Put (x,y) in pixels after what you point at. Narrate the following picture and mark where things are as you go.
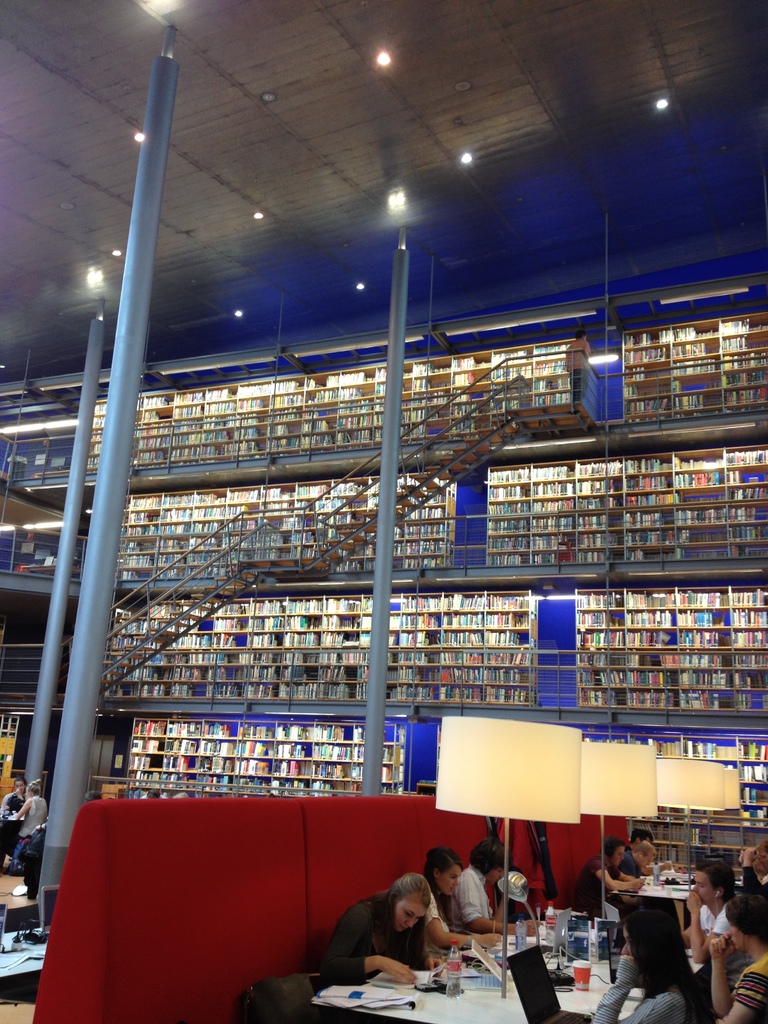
In this image I can see few persons (668,964) sitting on chairs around the table (470,1016). On the table (470,1003) I can see few bottles (522,921), few laptops (527,963), few cups (587,963) and few other objects (577,951). I can see few huge pillars (84,647), few stairs (401,472), few persons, few racks (328,436) with few objects (363,434) in them, the ceiling (498,82) and few lights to the ceiling (448,160).
